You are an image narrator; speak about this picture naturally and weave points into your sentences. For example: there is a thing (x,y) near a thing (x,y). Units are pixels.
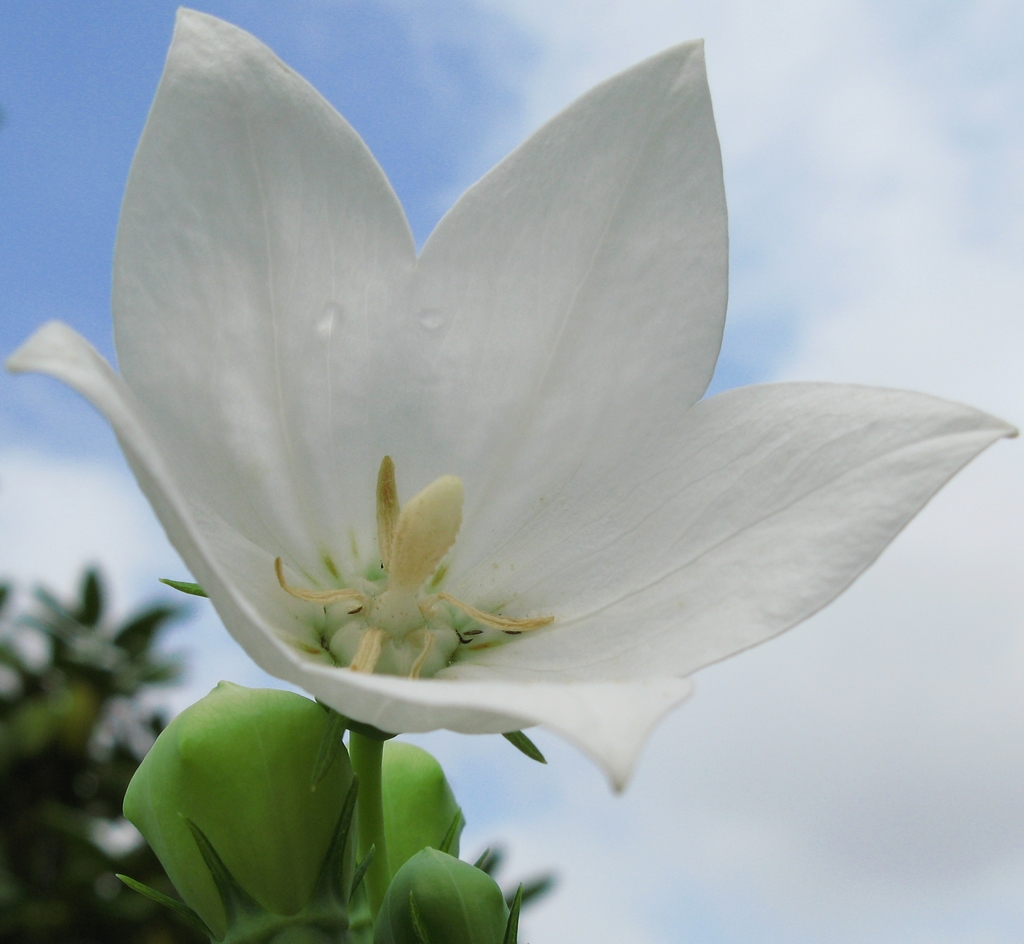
In this image we can see the white color flower (434,591), stem (378,742) and also the buds (416,810). In the background (133,742) we can see the trees (107,685) and also the sky (972,82) with the clouds (950,907).
